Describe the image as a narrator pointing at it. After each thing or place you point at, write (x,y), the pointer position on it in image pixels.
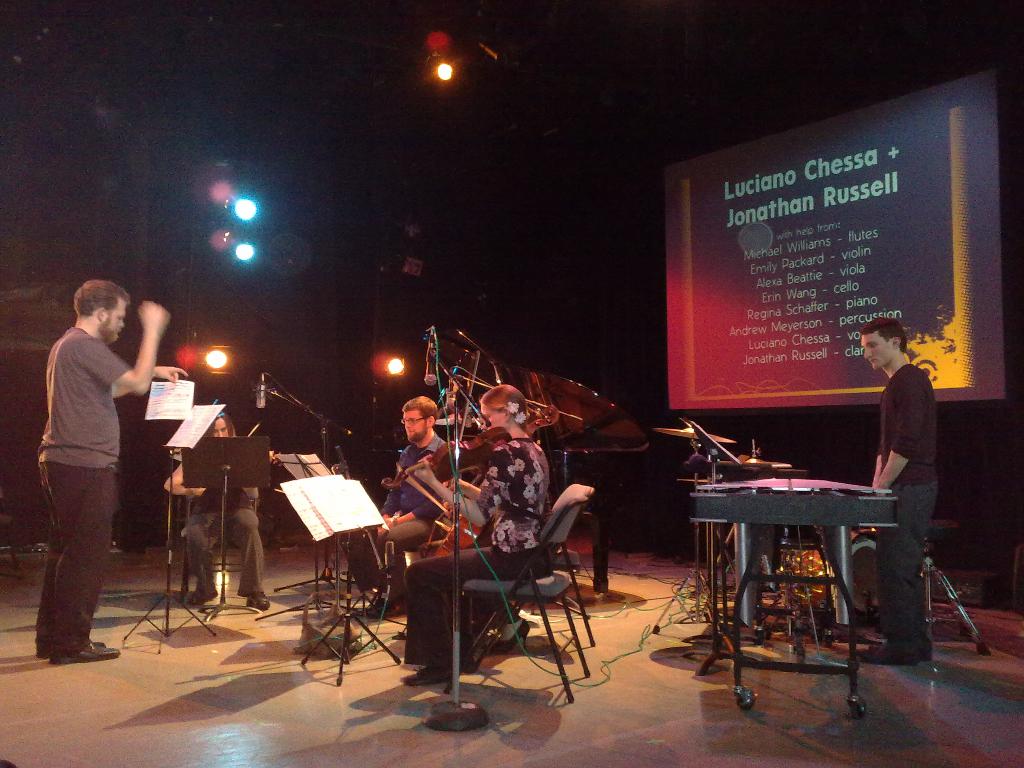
This is an image clicked in the dark. Here I can see few people (890,484) and there are some musical instruments (820,522). On the right side (789,256) there is a board (920,230) on which I can see some text (789,310). In the background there are few lights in the dark.
